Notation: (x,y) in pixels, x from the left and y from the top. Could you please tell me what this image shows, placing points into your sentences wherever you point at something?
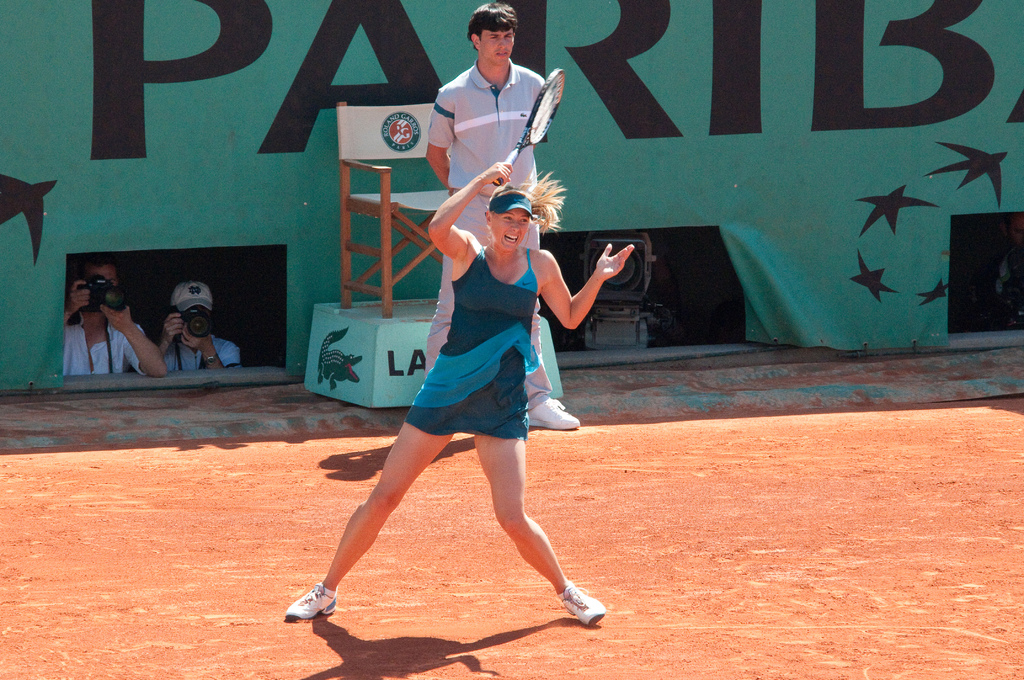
In this image we can see a woman (513,327). She is wearing green color dress (472,300) and holding racket (522,148) in her hand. We can see banner (61,127), people (471,135), chair (382,241) and camera (622,293) in the background of the image (111,317). And two people (135,323) are holding camera (196,327) in their hands (81,294).
